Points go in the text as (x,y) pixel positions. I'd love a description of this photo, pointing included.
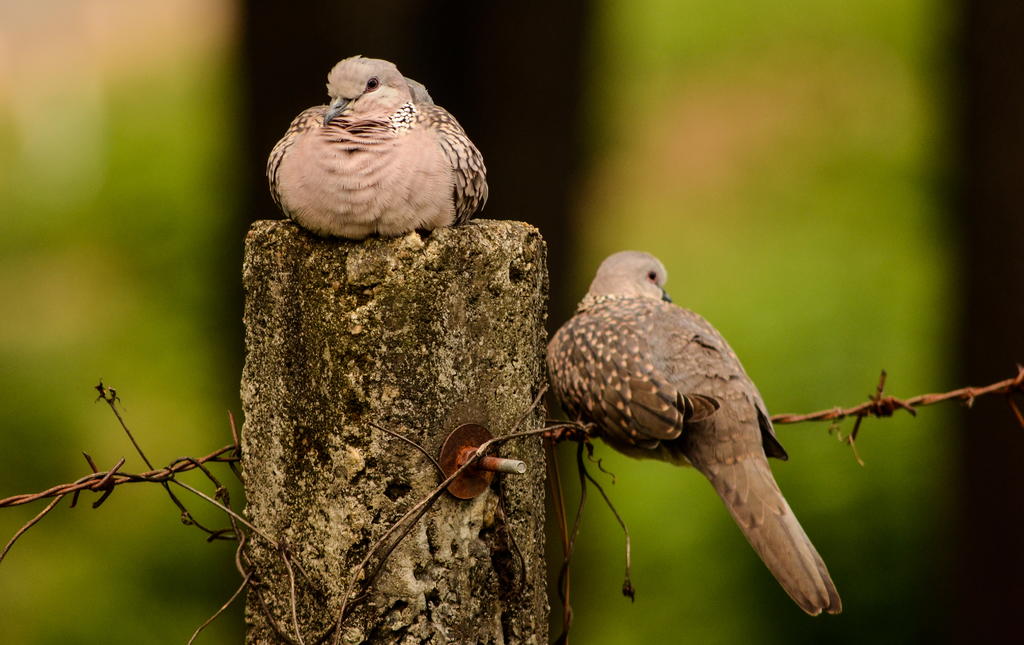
In the picture I can see birds (338,213), one bird (338,213) is sitting on the pillar (310,529) and another bird (743,406) is sitting on the fence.
